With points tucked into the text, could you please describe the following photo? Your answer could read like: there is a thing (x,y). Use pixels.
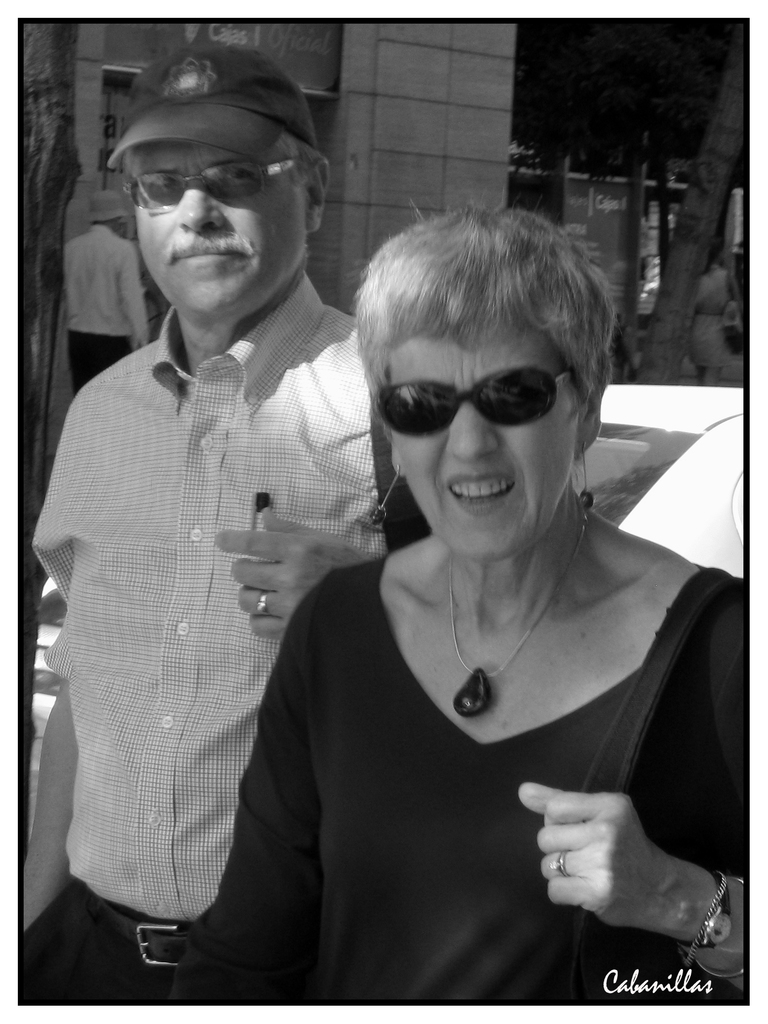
There are two members (181,449) in a picture. The left side (224,467) one is male (168,498) and the right side (541,709) one is female (536,631). The man (248,507) is wearing a shirt (164,503) and a cap (212,112) on his head (239,199). Both men (249,186) and women (548,715) are wearing spectacles (242,179). The woman (348,795) is wearing a t shirt (475,790) and a necklace (477,705). She is having a different expression on her face (518,530). Behind them there is a car (627,474) on the road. In the background (493,89) there is building (397,96) and the trees (574,131) and a man (90,297) is also walking in the background (97,276) wearing a hat (106,207) on his head (121,232).
